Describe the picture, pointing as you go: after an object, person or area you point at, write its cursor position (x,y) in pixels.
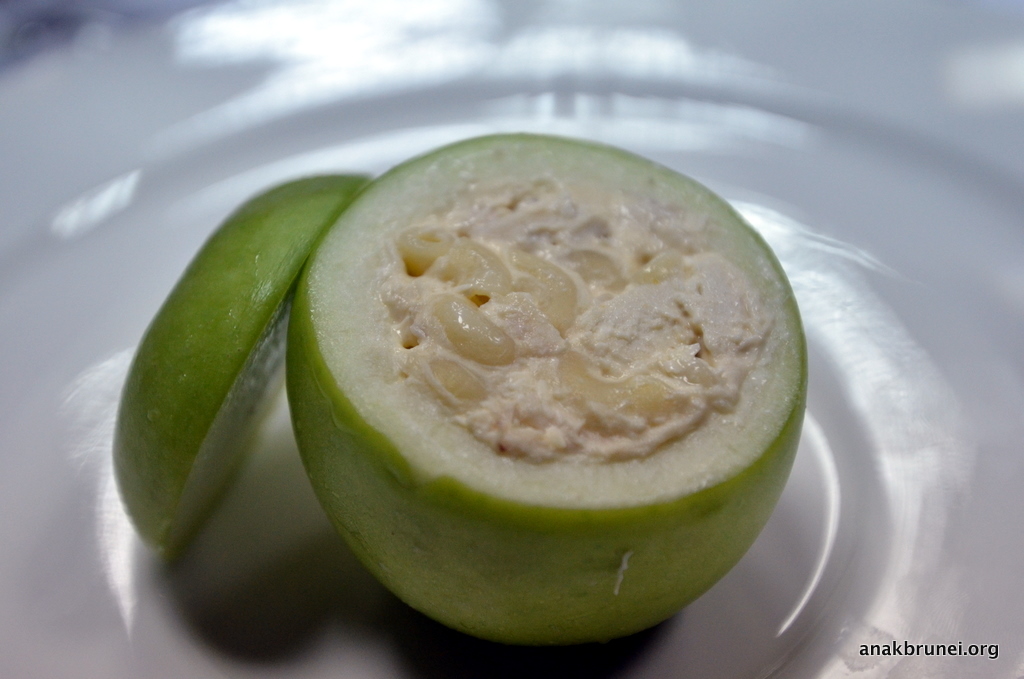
This image contains a plate (654,50) having a fruit (586,522) on it. Inside fruit (543,339) there is some food (476,337) stuffed in it. Beside it there is a slice (243,419) of the fruit (296,341) on plate (110,504).
